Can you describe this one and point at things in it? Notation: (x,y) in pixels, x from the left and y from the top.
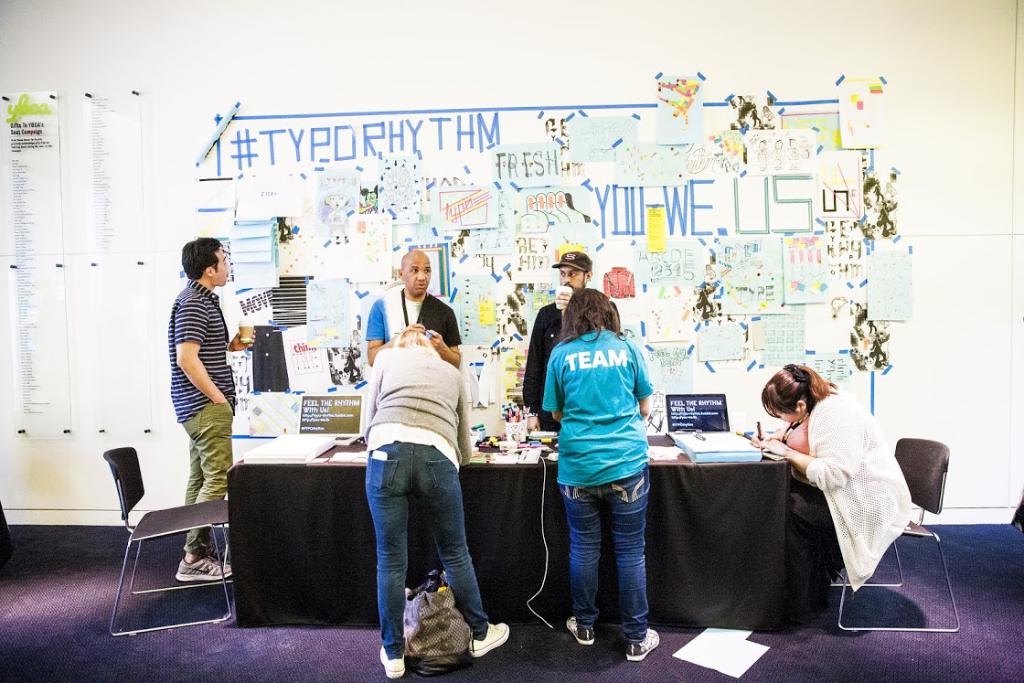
This is the picture where we have five people (585,466) standing around the table (745,551) and a lady (878,443) sitting on table (732,501) there are some things (509,421) placed like laptops (355,426), pens (515,436), papers (266,458) and some other things (470,441) and to the other wall (986,173) there is a things (651,172) pasted with papers (374,237).
